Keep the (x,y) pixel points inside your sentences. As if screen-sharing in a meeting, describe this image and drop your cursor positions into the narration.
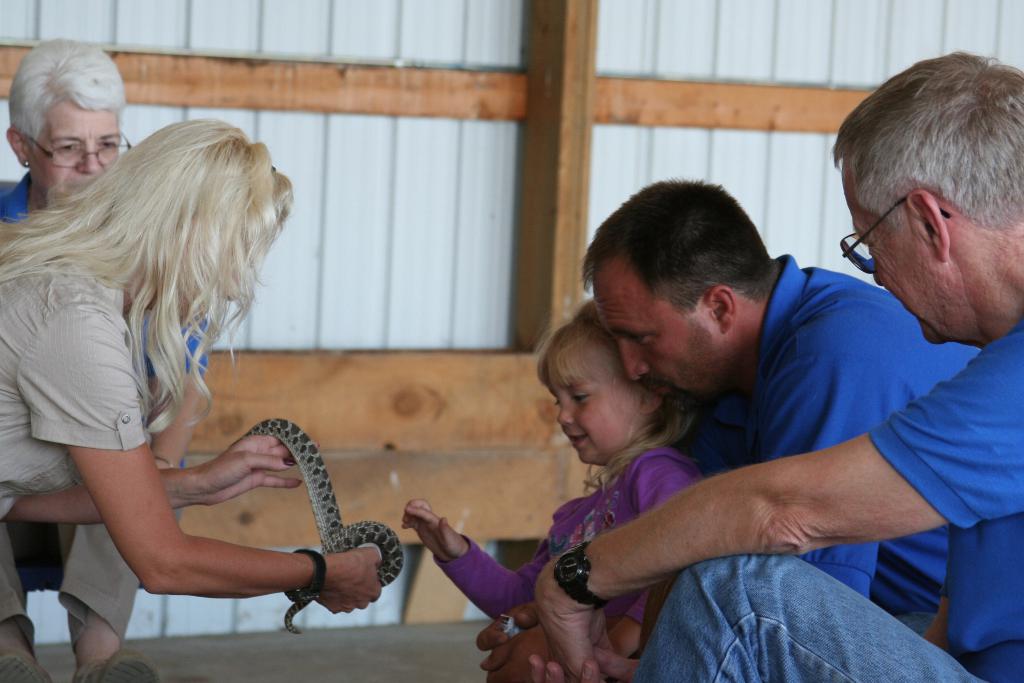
A woman (215,270) is holding a snake (306,438) and showing it to a girl (446,550). The girl (430,548) is about to touch it. Beside the girl (473,570) there are two men (714,444). Another woman (47,142) is in the background (28,148).
